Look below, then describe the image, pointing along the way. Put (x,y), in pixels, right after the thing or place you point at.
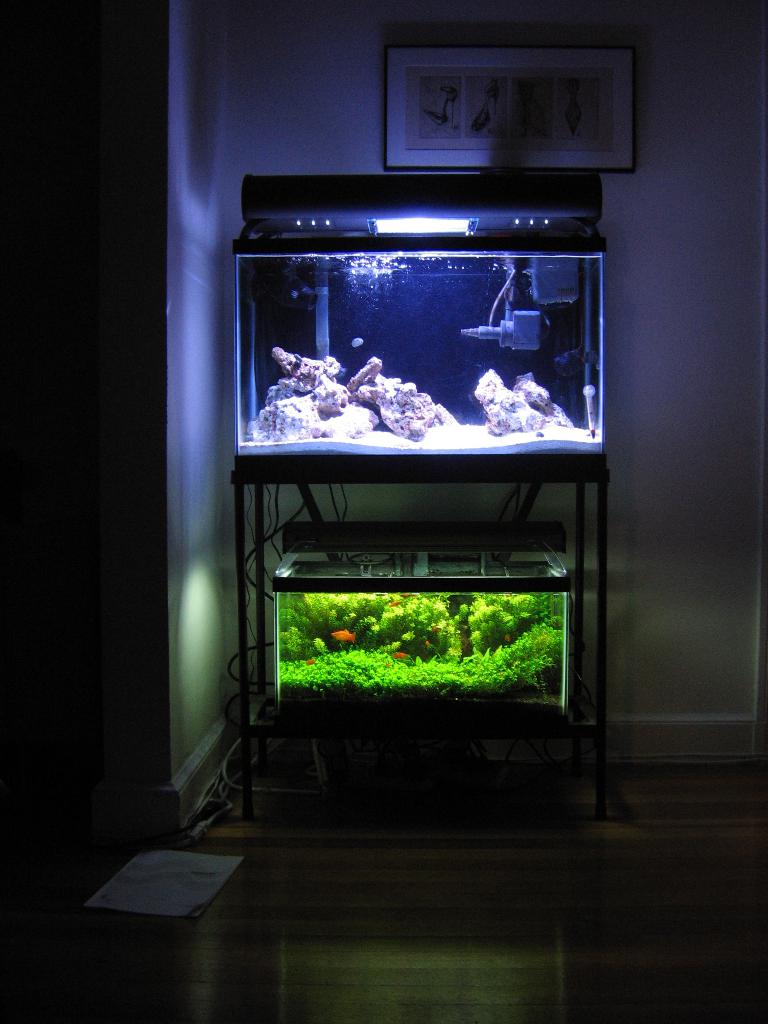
In this image in the center (358,466) there is a stand (347,473) and on the stand (426,458) there are aquariums (377,456) and behind the aquariums (502,277), there is a frame (483,137) on the wall (681,118). In the front (174,887) on the floor (26,926) there is an object (157,892) which is white in colour.
